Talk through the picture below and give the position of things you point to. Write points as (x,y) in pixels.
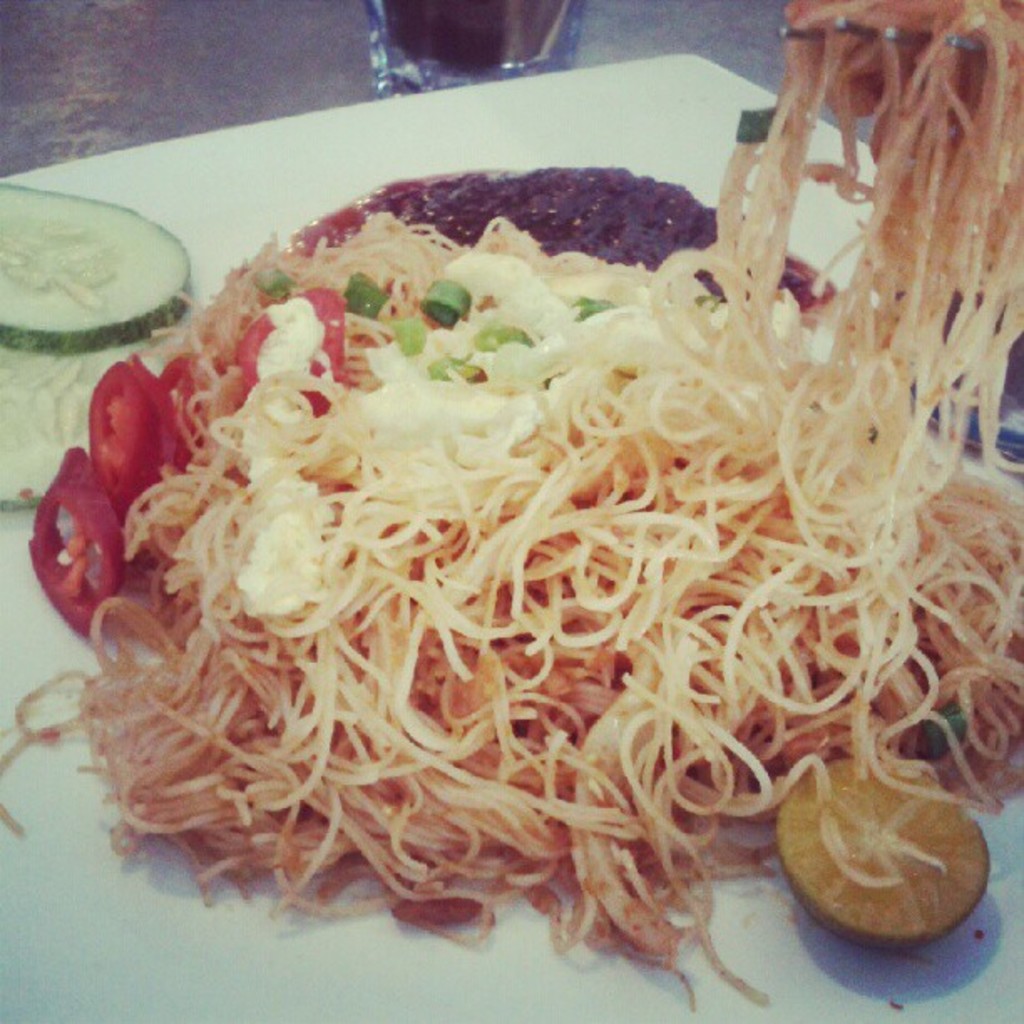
In this image there is a plate (401,539) on which there are noodles (682,707), chili slices (155,404), sauce (459,198) and a lemon piece (900,876) beside it.
